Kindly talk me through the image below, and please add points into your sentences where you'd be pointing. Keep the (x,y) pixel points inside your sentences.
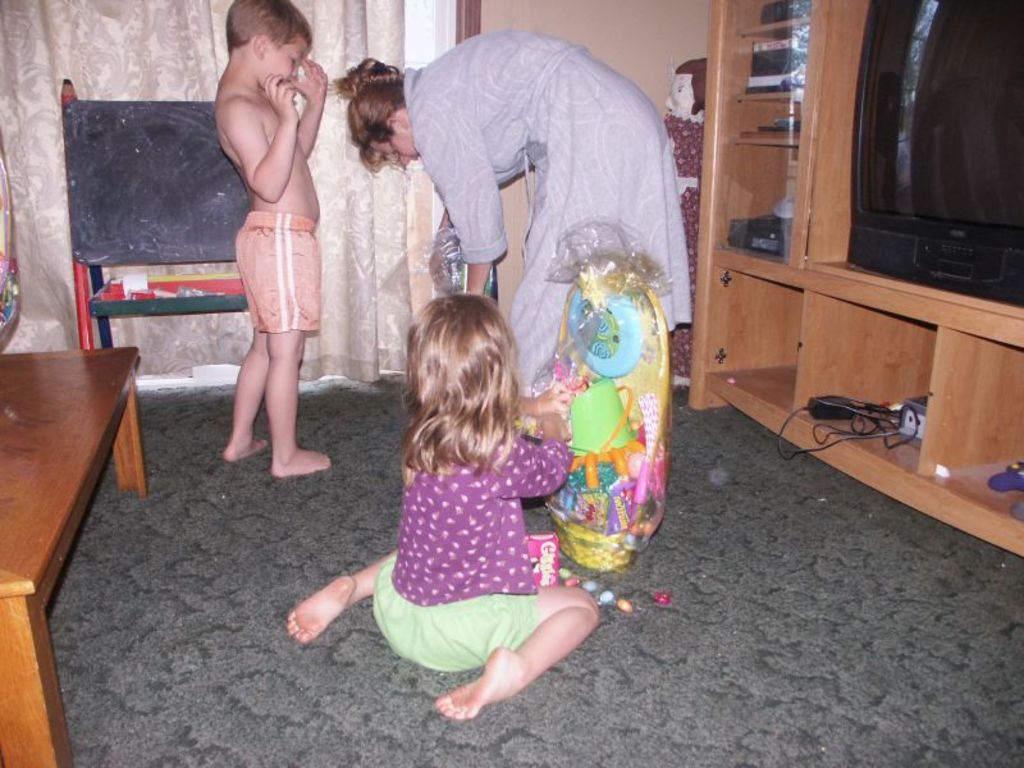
In this picture we can see women (480,150) bending and beside to her we have boy (252,25) standing and girl (512,471) sitting on floor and playing with the toys (630,372) and in background (362,58) we can see curtains (382,25) to windows (408,40), wall (632,68), television (879,65), racks (811,152) with books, devices (763,232) in it, board (197,203), table (56,539).
